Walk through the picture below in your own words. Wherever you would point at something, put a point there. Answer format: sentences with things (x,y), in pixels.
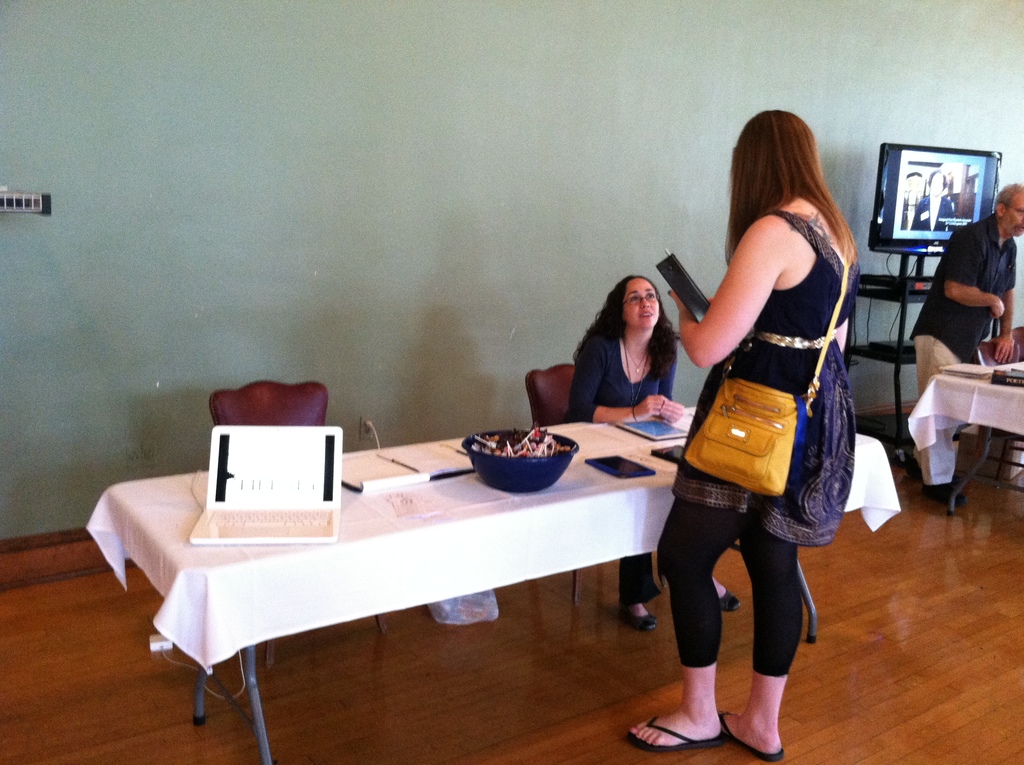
In the middle (404,447) there is a table (549,499) on that table (538,492) there is a bowl (500,458), laptop (263,495), book (433,466), tablet (616,465) and some other items (666,455), the table (316,568) is covered with cloth (319,585), In front of the table (301,581) there is a woman (759,591) she wear a hand bag (767,452) her hair (796,165) is long, i think she is speaking with the girl (673,361) in front of her. On the right (968,309) there is a man (918,385) standing, he wear a black shirt (969,279) and beige trouser (934,360). In the middle (587,388) there is a woman (587,405) sitting and speaking with a woman (693,351) in front of her. In the background (551,132) there is a wall (527,141) and television (918,189).
